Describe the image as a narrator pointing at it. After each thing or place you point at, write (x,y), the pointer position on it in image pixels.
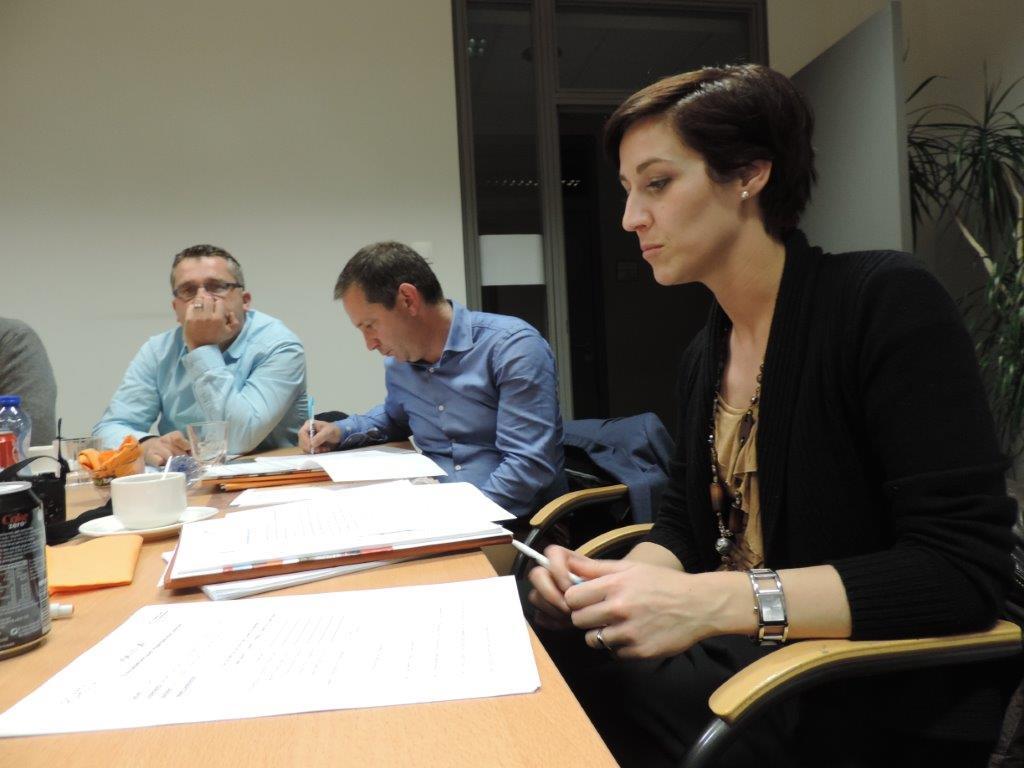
In this picture we can see two men (404,342) and one woman (737,319) sitting on chair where in middle man (433,415) holding pen (309,423) in his hand (322,423) and writing on papers (372,472) placed on table (390,575) along with files (184,540), cup (163,511), saucer (95,524), tin (35,510), bottle (21,445), cloth (123,457) and in background (135,193) we can see wall (267,136), door (586,166), plant (971,143).
